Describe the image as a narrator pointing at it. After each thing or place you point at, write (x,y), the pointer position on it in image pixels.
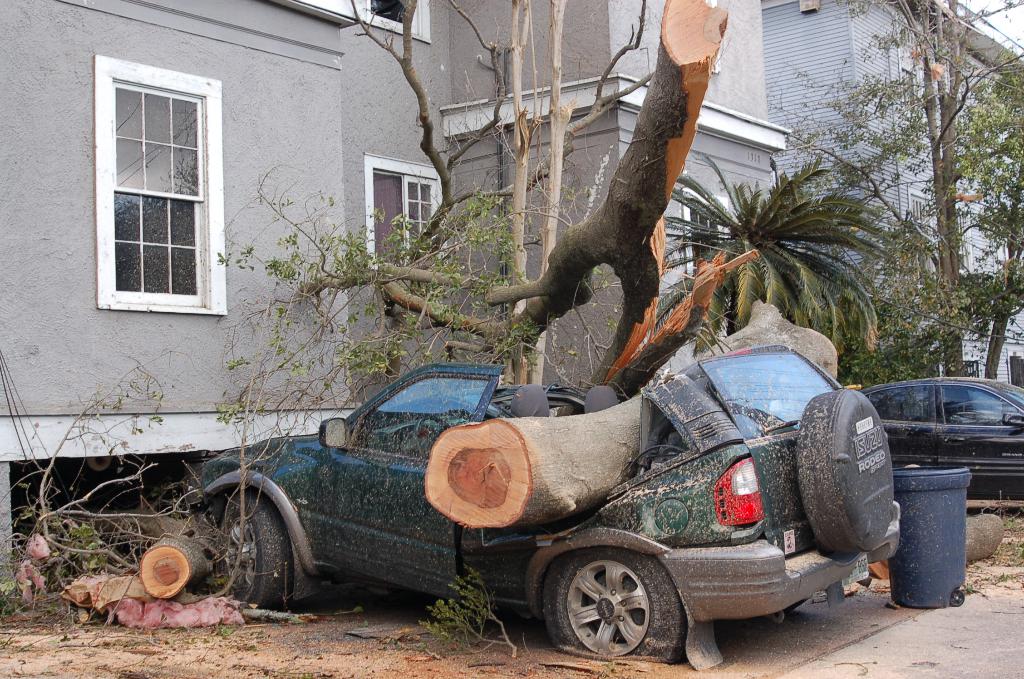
In this image I can see few vehicles (693,473). In front (387,486) the vehicle (414,509) is in green color, background (937,179) I can see few trees (716,214) in green color, few buildings (732,147) in gray color and the sky (997,21) is in white color.
